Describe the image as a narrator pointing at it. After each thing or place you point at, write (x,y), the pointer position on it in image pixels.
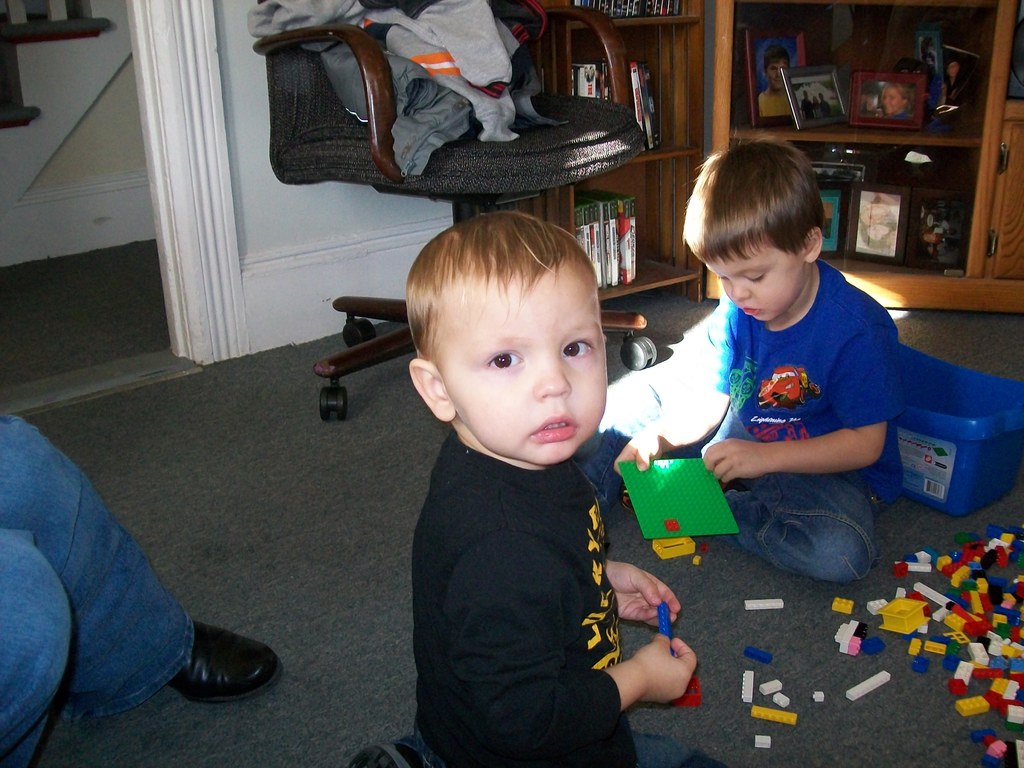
In this picture there is a small boy (509,326) who is sitting in the center of the image (570,300) and there is another boy (844,290) on the floor (900,766), on the right side of the image (746,469), there are toy blocks (983,765) on the right side of the image (1008,591), there are shelves (679,142) on the right side of the image (1011,118), there is a chair (285,46) in the center of the image (381,316), on which there are clothes (433,141), there is staircase (77,42) in the top left side of the image (81,28) and there is a person (25,764) on the left side of the image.
